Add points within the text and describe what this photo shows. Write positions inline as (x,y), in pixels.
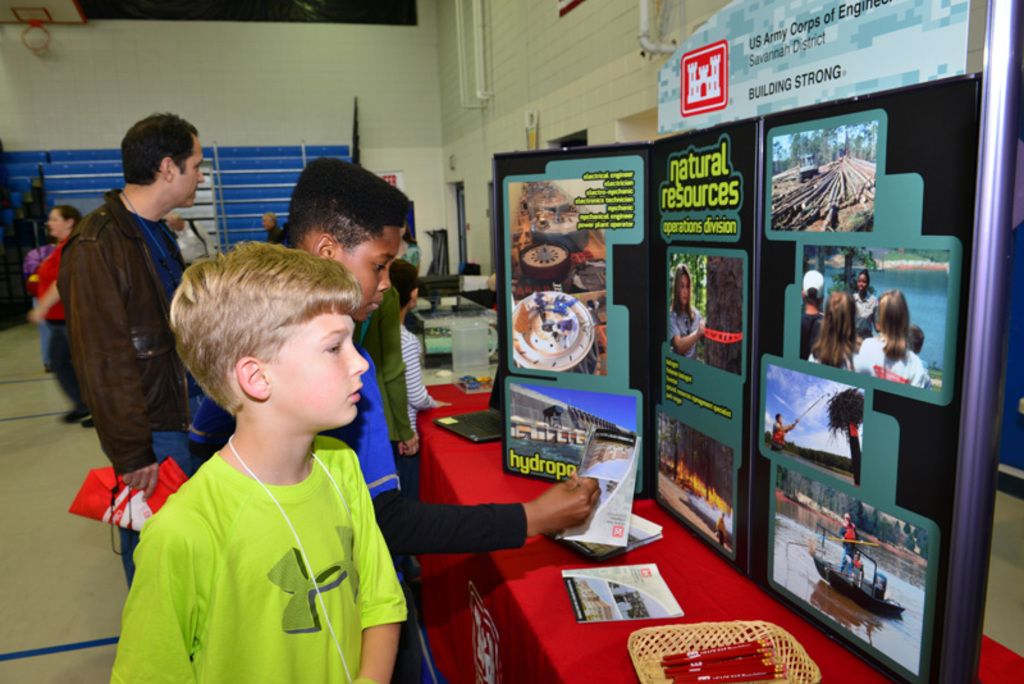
In this image I can see the group of people (179,357) with different color dresses (305,484). In-front of these people (303,431) I can see the table (550,623) covered with red color sheet (590,626). On the sheet (642,551) there is a board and some posters (674,482) attached to the board (644,490). I can also see some papers (657,589) and the basket (649,640) with pencils (722,662). To the side there is a laptop (465,426). In the background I can see few more boards (292,172) to the wall (150,91).
